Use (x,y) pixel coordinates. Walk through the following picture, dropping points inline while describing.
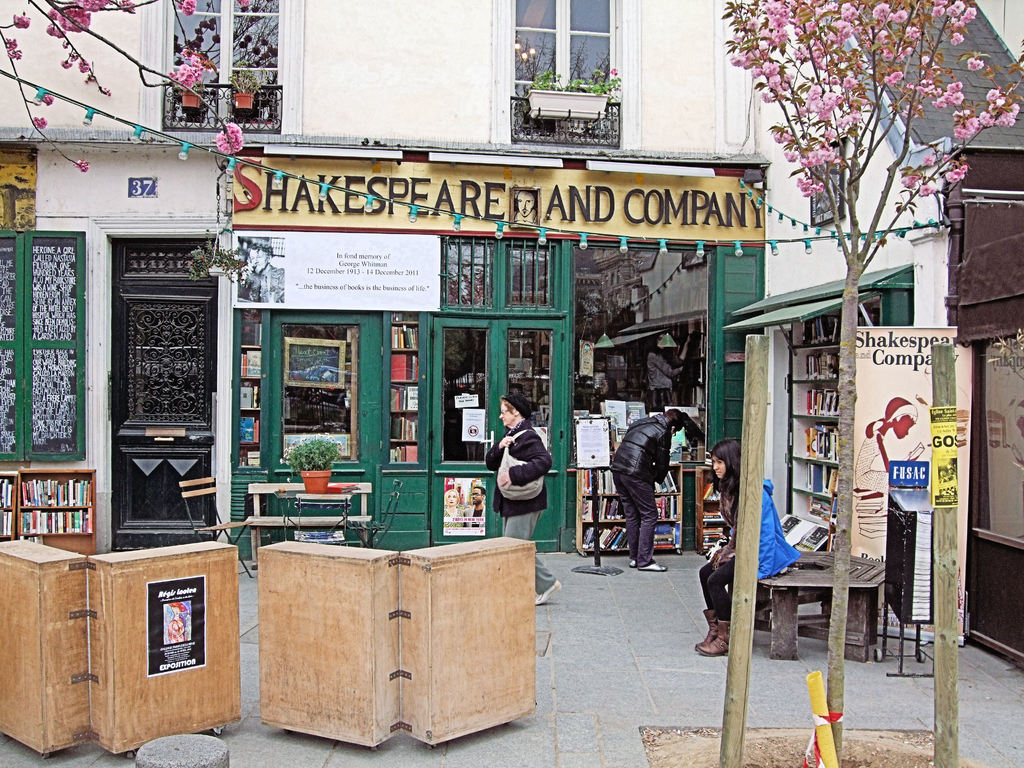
In this given image, We can see a book store (531,287) and three people (637,525) towards the right (728,468), We can see a woman (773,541) sitting in a chair (787,573), In middle (636,511) a person (633,465), Who is busy doing shopping and other women (530,460), Who is walking and holding a bag (535,483).
